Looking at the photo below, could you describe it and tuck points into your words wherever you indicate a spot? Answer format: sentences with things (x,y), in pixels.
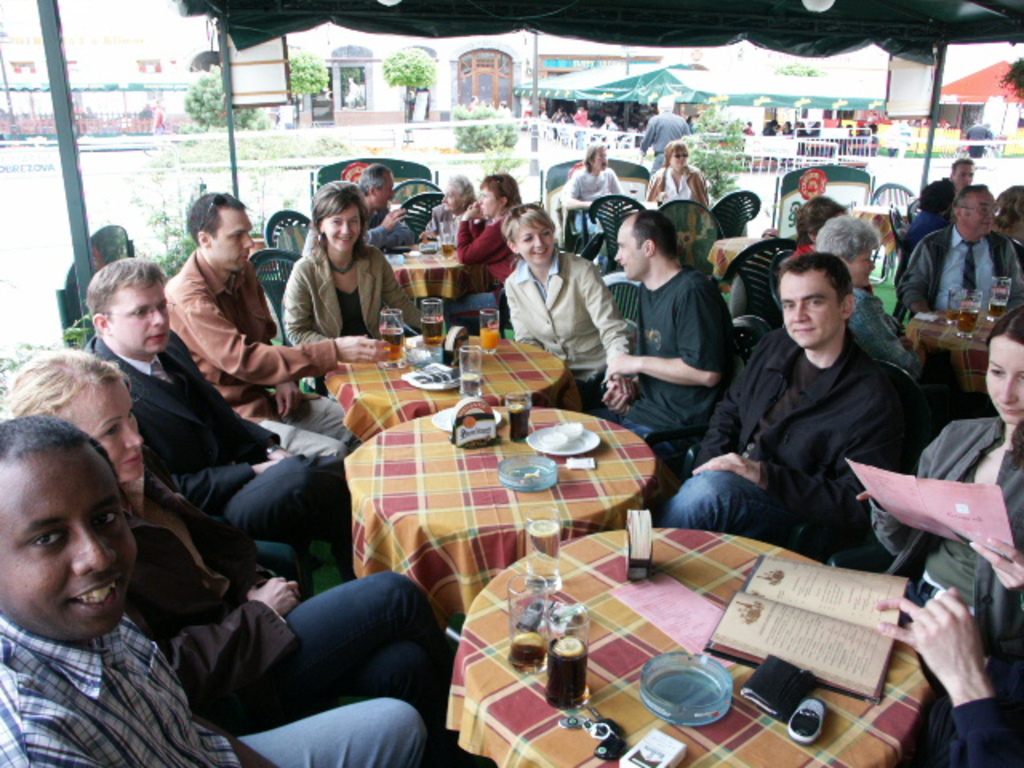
In this image i can see a group of people (783,354) sitting on a chair (281,299) there are few glasses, plates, book (791,629) on a table (603,611) at the back ground (819,107) i can see few other people (916,276) sitting, a small tree (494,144), a window (490,81), a building (479,59), and a tent (444,32).
